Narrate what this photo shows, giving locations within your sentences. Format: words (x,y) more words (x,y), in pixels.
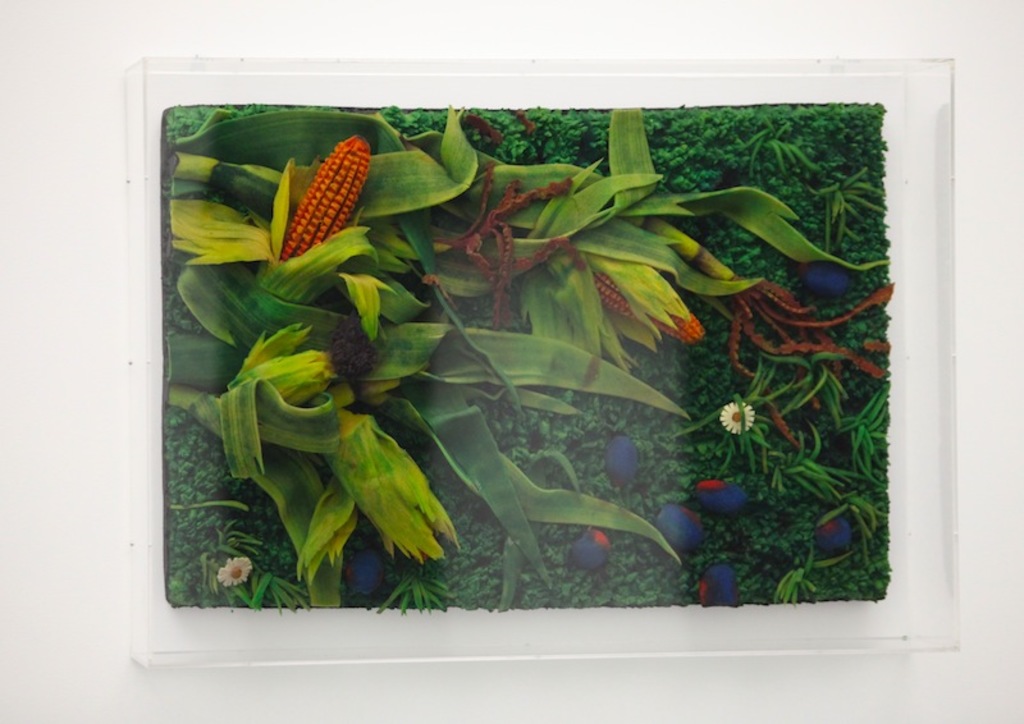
In this image we can see a painting (657,457) which is placed on a wall (577,9). In the painting (296,338) we can see few plants (472,335), pebbles (711,494), fruits (349,186) and flowers (730,430).
